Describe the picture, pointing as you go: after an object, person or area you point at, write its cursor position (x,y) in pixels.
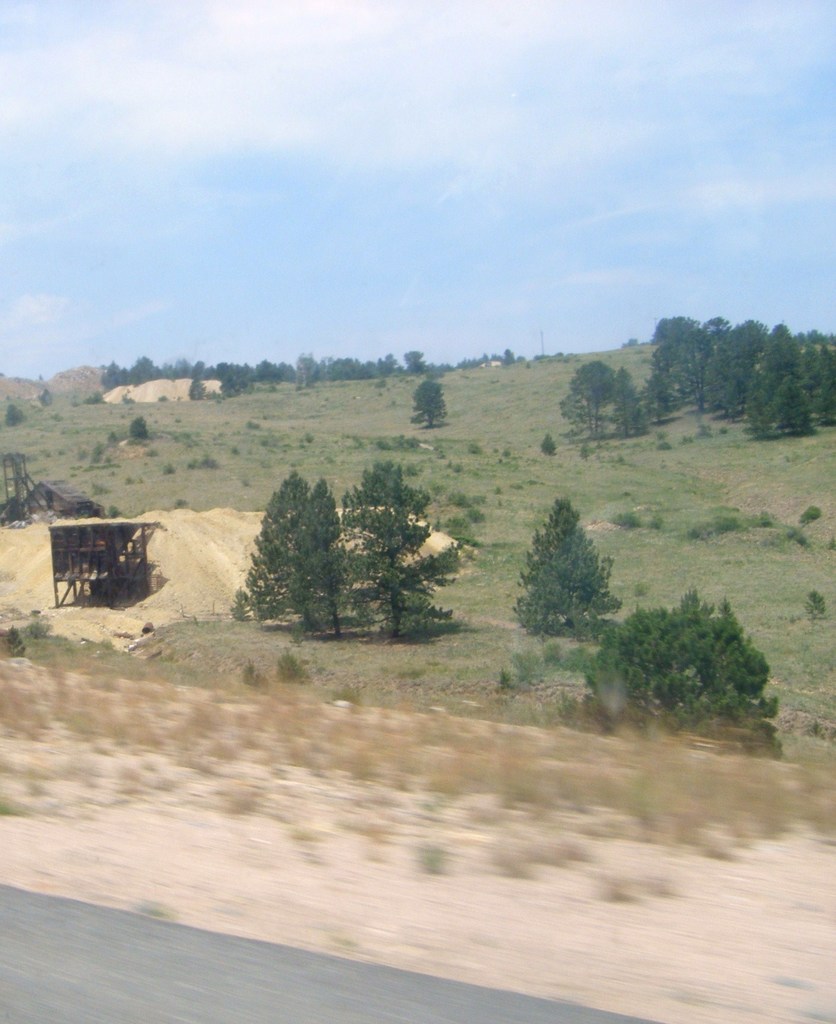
In this image at the bottom (112,938) there is walkway (39,898), sand (302,827) and some plants (457,757). And in the background (464,458) there are some trees (713,635), grass (443,458), plants (702,635) and some sheds (86,556). At the top of the image (290,143) there is sky (274,241).
